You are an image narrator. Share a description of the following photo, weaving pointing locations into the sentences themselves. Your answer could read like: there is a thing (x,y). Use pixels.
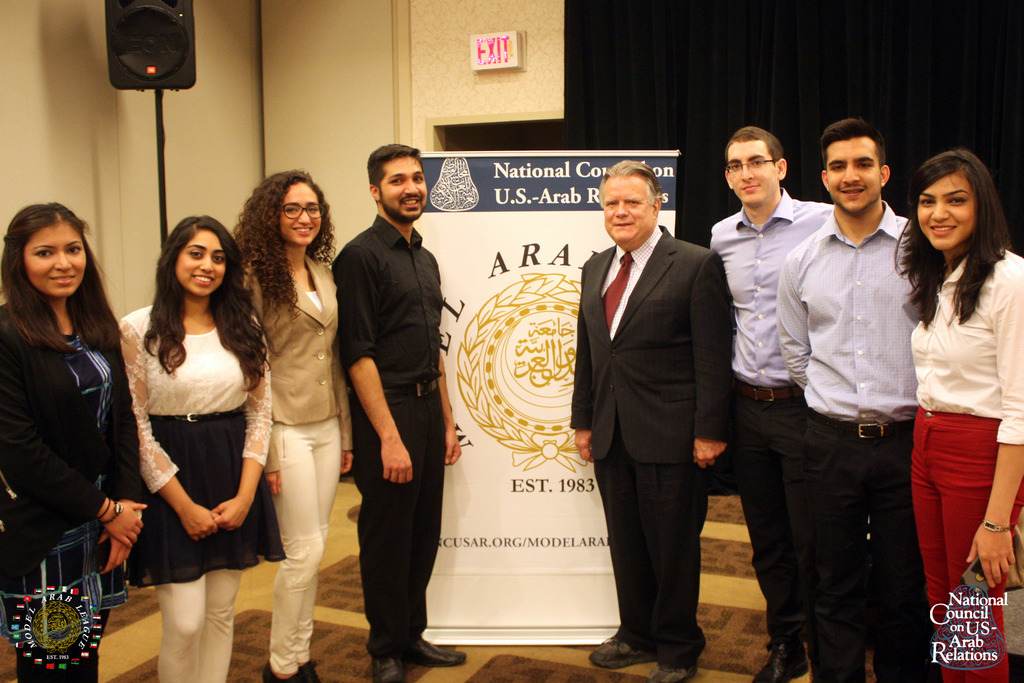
In this picture I can see group of people (42,545) standing. I can see a banner (501,610), board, speaker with a stand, and in the background (989,19) there is a curtain (810,1) and there are watermarks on the image.
